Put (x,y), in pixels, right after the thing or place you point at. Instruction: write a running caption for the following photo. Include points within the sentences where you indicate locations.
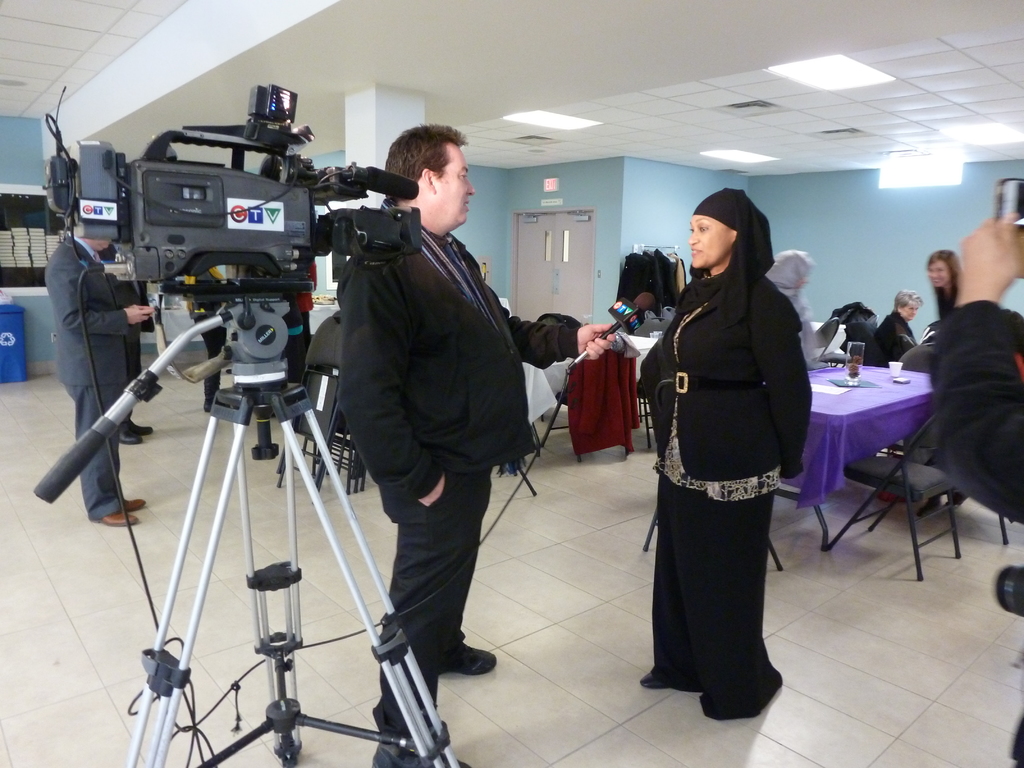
In this image there are group of people (413,385) standing and there is camera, tripod stand (130,751), table (864,377), chair (920,492), glass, light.
